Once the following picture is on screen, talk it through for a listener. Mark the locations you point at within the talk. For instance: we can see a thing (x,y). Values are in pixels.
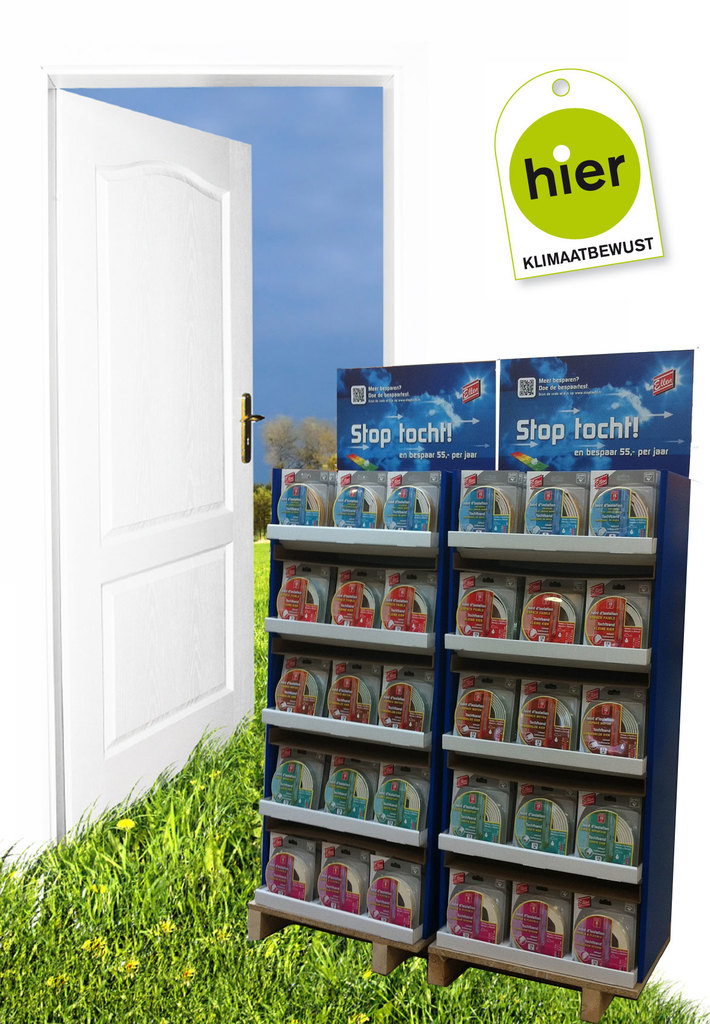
In this picture I can see there are sachets (474,601) arranged here and there is a door (219,446) and there is white wall (412,34) in the backdrop (422,257).
